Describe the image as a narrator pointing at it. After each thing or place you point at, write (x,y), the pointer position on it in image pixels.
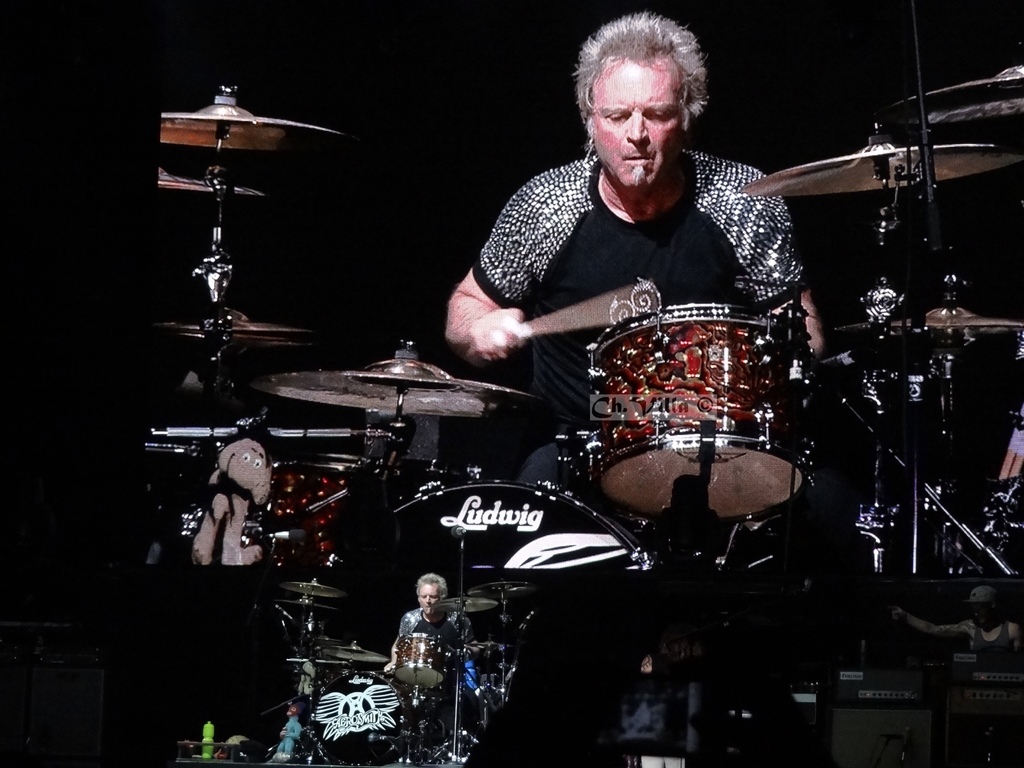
In this picture a person (747,223) is playing drums (484,562). At the bottom (429,626) there is a stage (681,658), on the stage (543,631) there is a person (447,625) playing drums (403,648). The background (44,350) is dark.
